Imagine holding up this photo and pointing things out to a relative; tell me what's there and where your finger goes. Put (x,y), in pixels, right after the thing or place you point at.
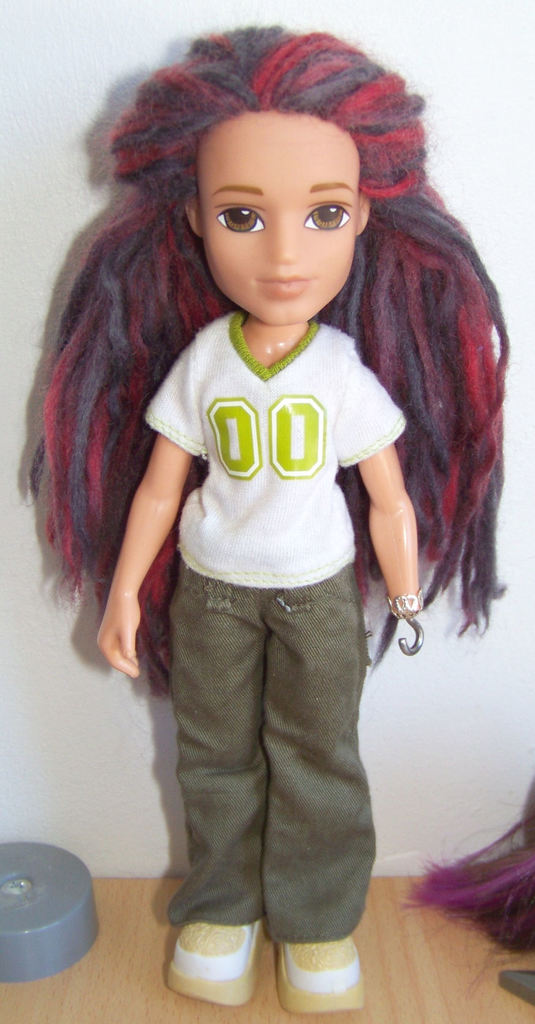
In this image we can see a doll (259,679) placed on a table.
